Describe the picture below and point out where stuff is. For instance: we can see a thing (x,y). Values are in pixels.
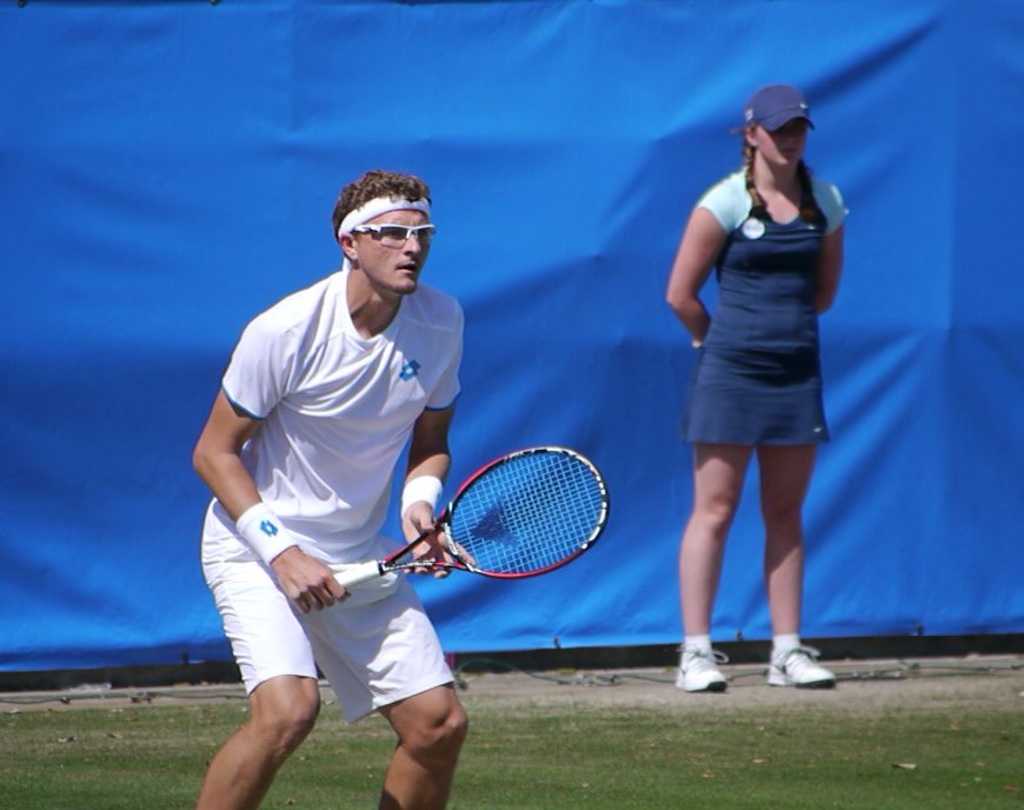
As we can see in the image there is grass (743,757), sky blue color cloth (553,267) and two persons (732,495). The man (385,440) standing on the left side (341,601) is wearing white color dress (295,527) and holding tennis racket (467,512). The woman (793,169) standing on the right side (784,153) is wearing blue color cap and blue color dress (802,393).
